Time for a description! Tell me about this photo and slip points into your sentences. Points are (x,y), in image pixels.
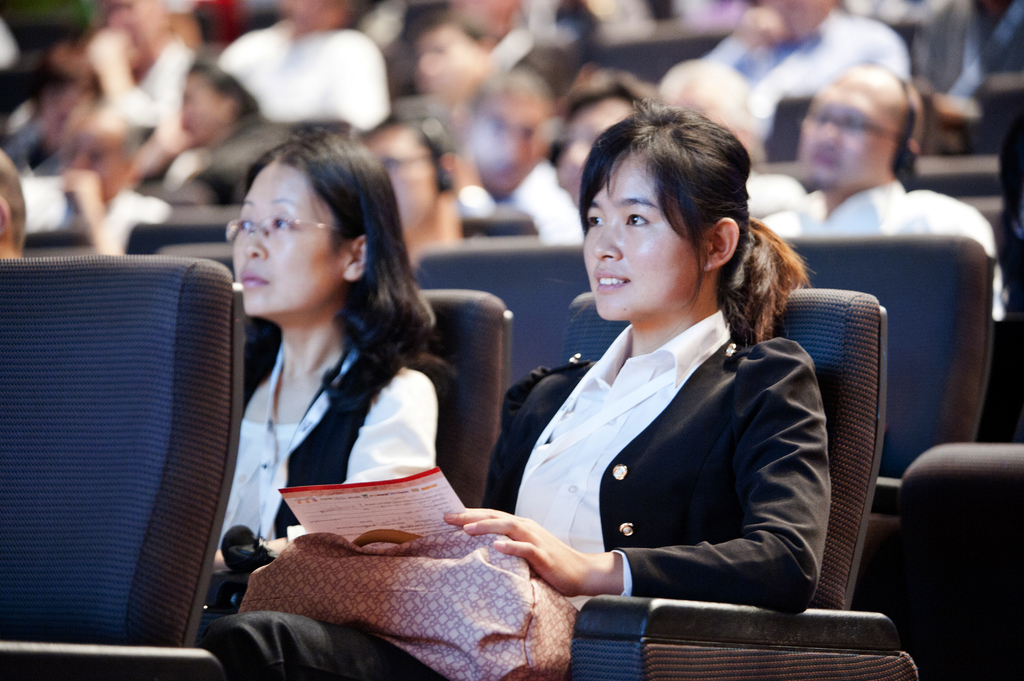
In this image I can see group of people (605,425) sitting. The person (622,426) in front (675,431) wearing black blazer (662,430), white shirt (636,422) and holding a paper (415,511) and I can see the other person (404,425) wearing black and white color dress (328,415).
